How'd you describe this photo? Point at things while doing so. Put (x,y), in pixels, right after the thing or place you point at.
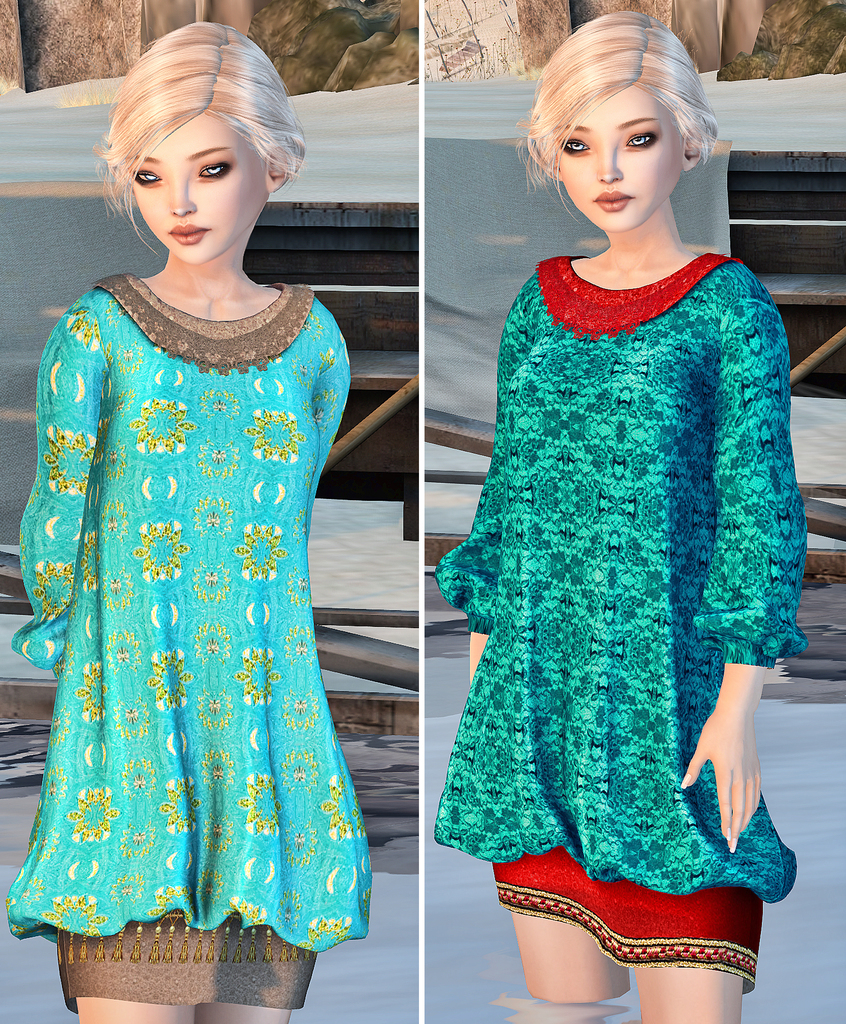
It is a collage image. In this image there are depictions of persons (572,953) in the water (480,985). Behind them there are wooden tables (794,218).
